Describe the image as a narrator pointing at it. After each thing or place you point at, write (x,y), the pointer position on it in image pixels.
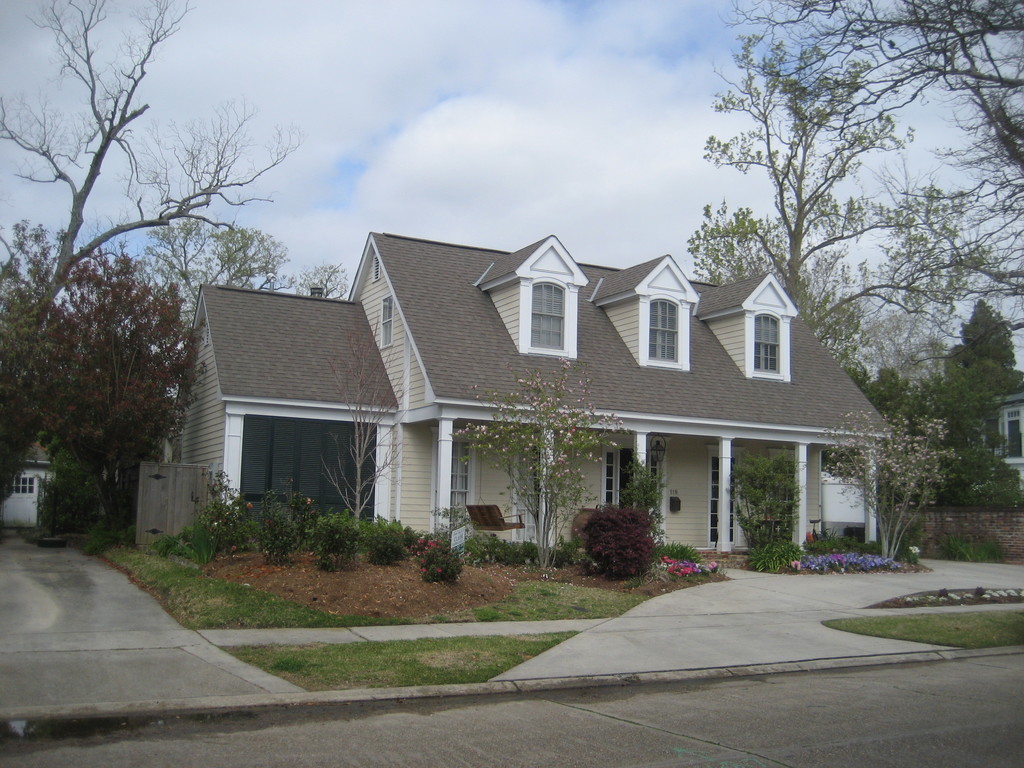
In this image I can see houses (28,507), trees (69,513), plants (302,544) and the grass (445,620). In the background (453,73) I can see the sky (433,25).
